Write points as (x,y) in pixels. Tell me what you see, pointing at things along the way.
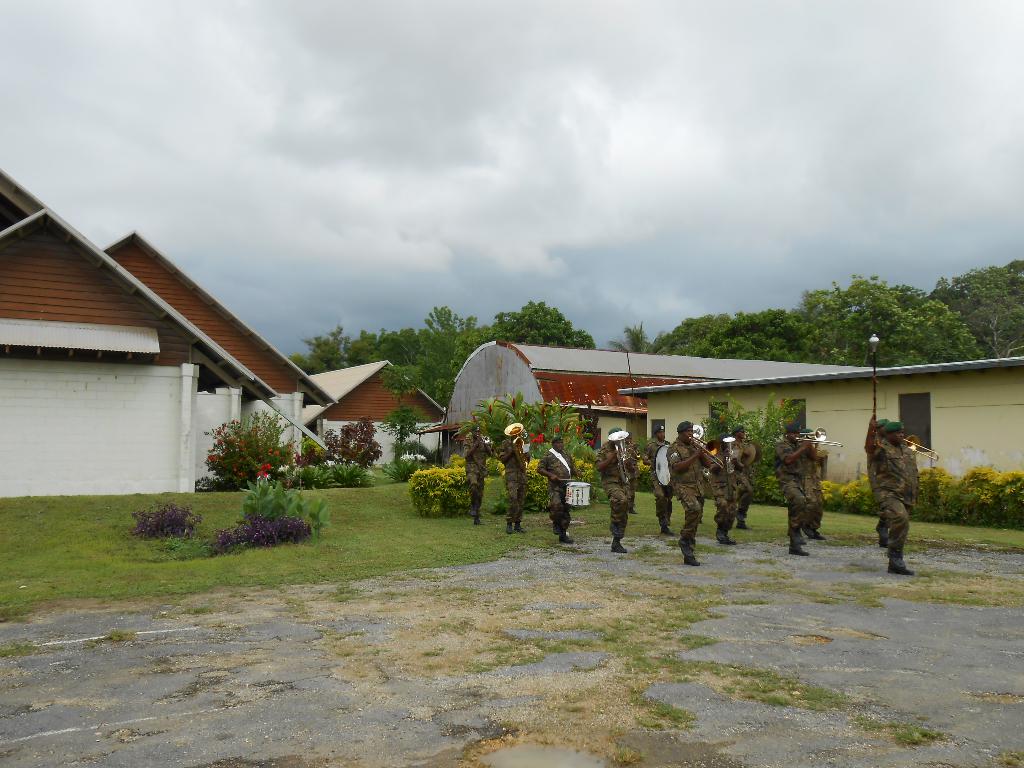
In this image I see few people (689,427) over here who are holding musical instruments (745,452) in their hands (808,456) and this man (891,477) is holding a stick (876,338) in his hand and I see the ground (119,755) on which there is grass (25,519) and I see number of plants (534,484). In the background (244,414) I see number of houses (35,370) and I see the trees (913,297) and I see the cloudy sky (558,229).
